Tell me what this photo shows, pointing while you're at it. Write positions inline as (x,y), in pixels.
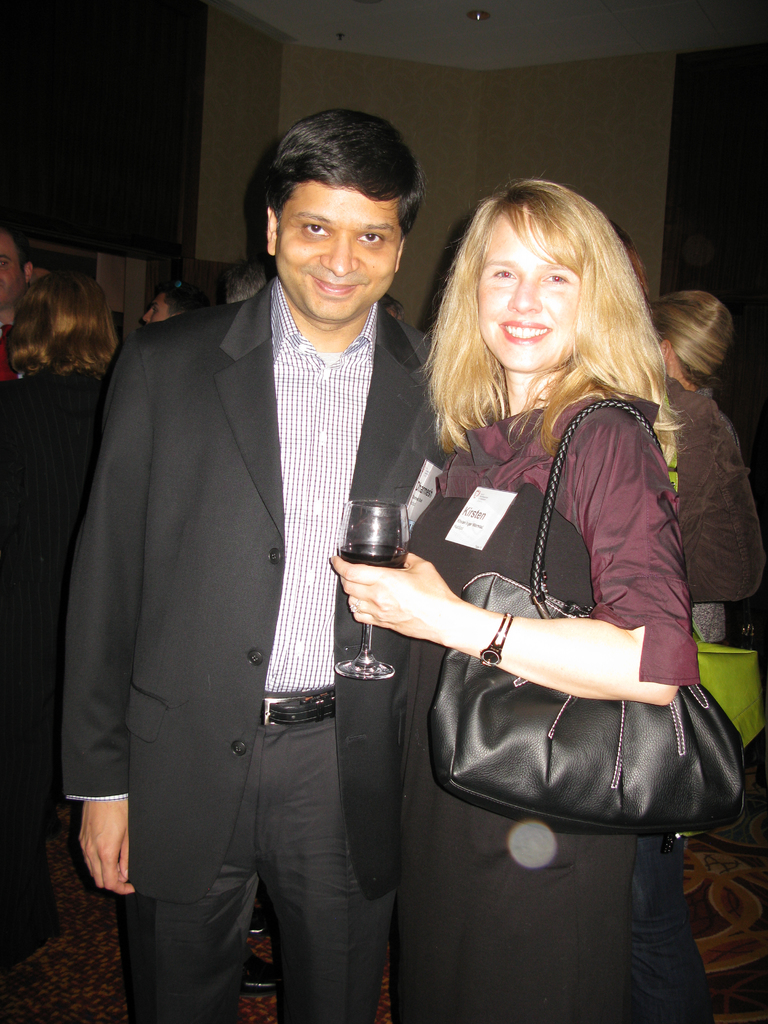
There are two people (402,444) standing. To the left side (230,457) there is a man (230,457) with black jacket (209,574) is standing and he is smiling. And to the right side (553,464) there is a lady (547,457) holding a glass (396,554) in her hand (413,564). She is standing and she is smiling. She is having a black color bag (560,704). Behind them there are some people (195,301) standing.
